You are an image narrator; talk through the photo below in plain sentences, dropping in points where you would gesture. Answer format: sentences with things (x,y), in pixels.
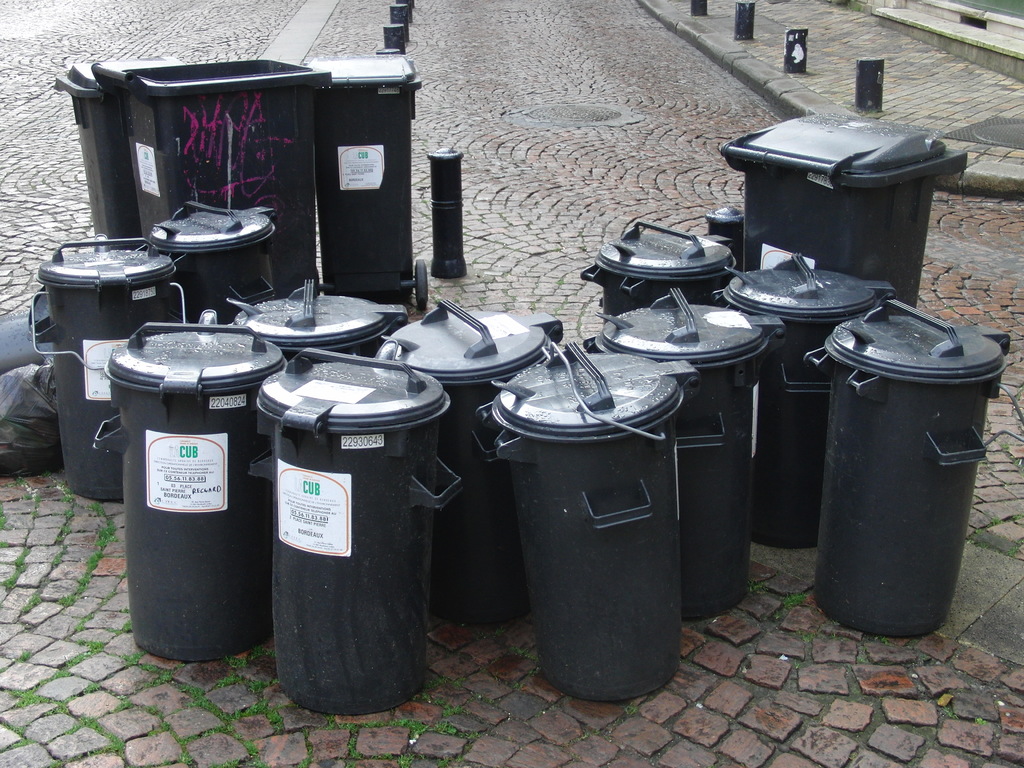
In the picture I can see many black color baskets (407,344), trash cans (932,193) and trash covers (32,406) are placed on the road (60,156).
